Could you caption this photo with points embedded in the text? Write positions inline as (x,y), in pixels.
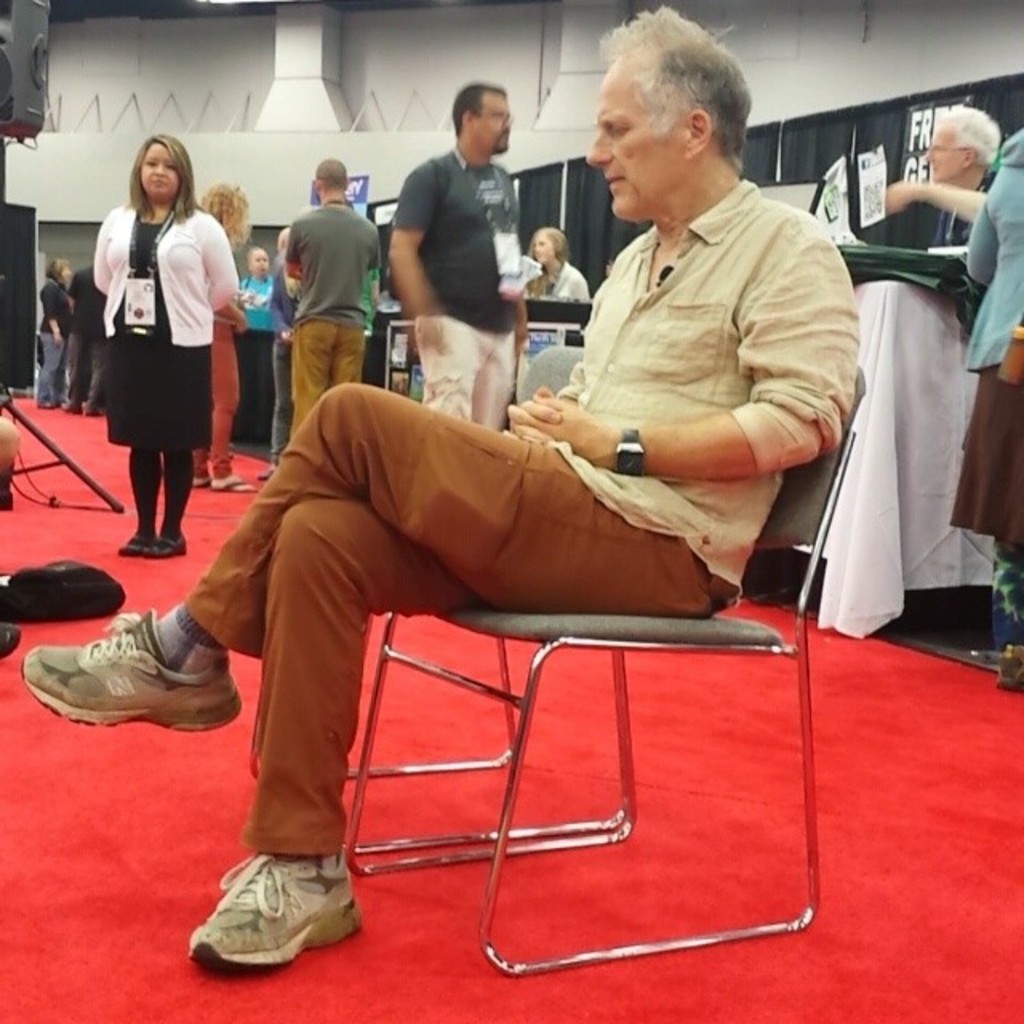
In the foreground of the picture (614,361) there is a person (452,509) sitting on chair (532,831). In the center of the picture (485,355) there are people (568,297), tables (917,360), banners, speaker (15,47), stand (63,462) and other objects (589,246). In the background (293,69) it is wall (273,75).
